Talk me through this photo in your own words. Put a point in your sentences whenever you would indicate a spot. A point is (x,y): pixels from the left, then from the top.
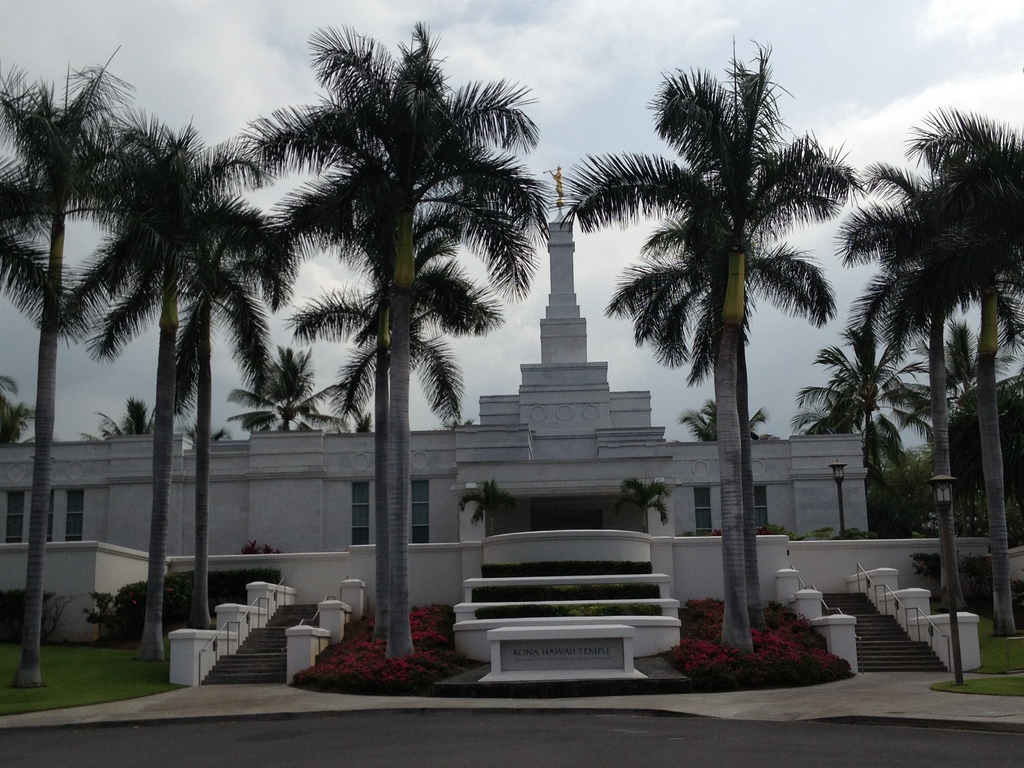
In this image we can see a building (309,507) with windows (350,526), stairs (266,642), trees (328,316), plants (54,624), sky (484,20) and in the bottom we can also see some text (549,660).
